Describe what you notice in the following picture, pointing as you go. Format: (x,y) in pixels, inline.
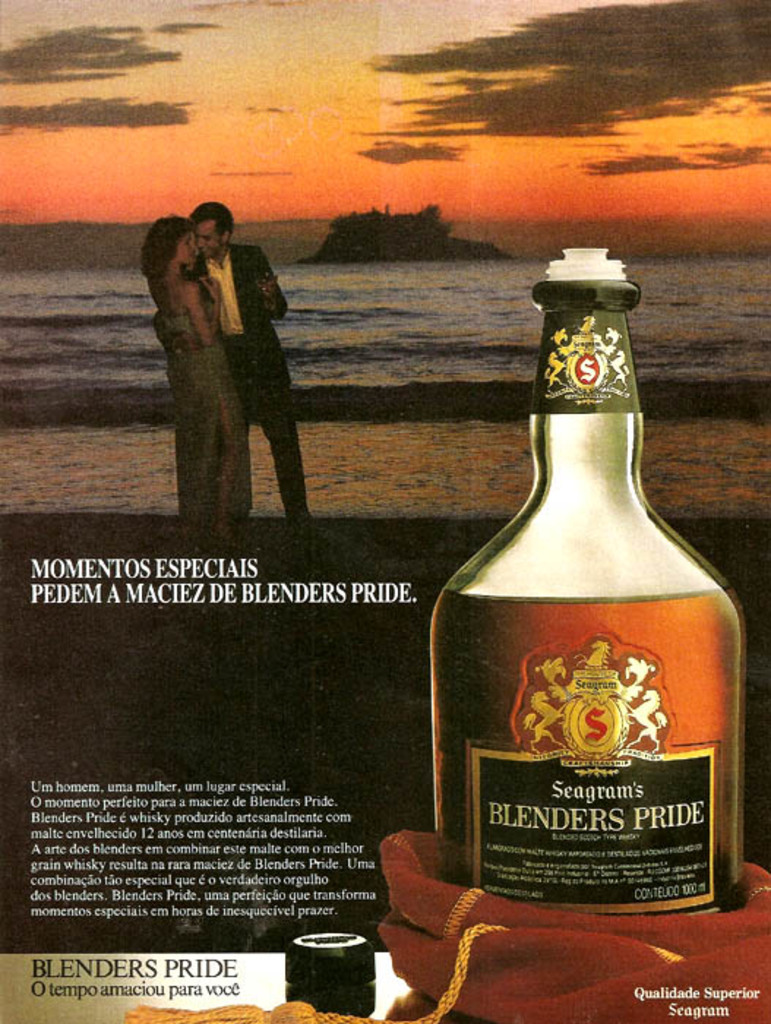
This is a poster (359,796), in this poster (352,735) we can see persons (201,438), water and bottle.
